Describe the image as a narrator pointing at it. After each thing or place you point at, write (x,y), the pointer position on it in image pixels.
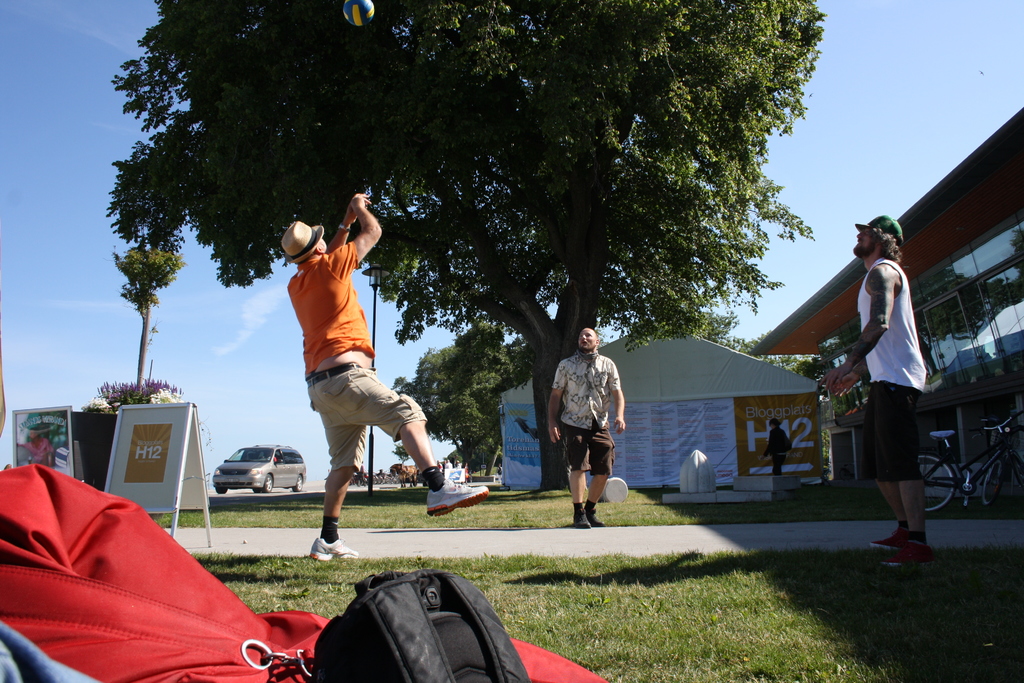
In the picture we can see these three men (899,312) are standing on the road (291,530), we can see this person (339,302) wearing an orange T-shirt (365,338) and this person (886,334) wearing white T-shirt (888,363) and this person (605,388) wearing shirt (605,388) are standing, here we can see some objects (12,586), a backpack (455,645), tent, buildings (943,424), a vehicle (262,463) on the road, we can see trees (515,330) and the sky (837,251) in the background (584,300).
